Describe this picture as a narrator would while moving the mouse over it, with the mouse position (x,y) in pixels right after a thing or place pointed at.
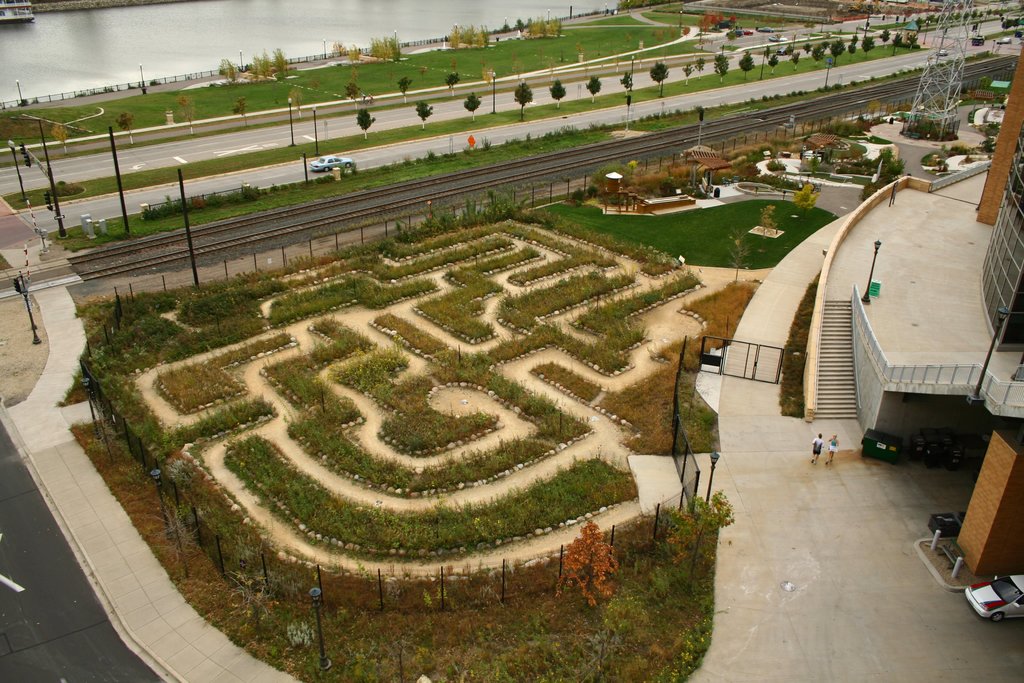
In this image there are two railway tracks (300,210) in the middle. Beside the railway track (289,218) there is a road (375,165) on which there is a car (325,162). At the top (219,35) there is water (43,53) in which there is a boat (17,22). On the right side (1021,108) there is a building (885,331). In front of the building (885,379) there is a park (370,387) which is covered by the fence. On the right side (920,93) top there is a tower (932,63).
